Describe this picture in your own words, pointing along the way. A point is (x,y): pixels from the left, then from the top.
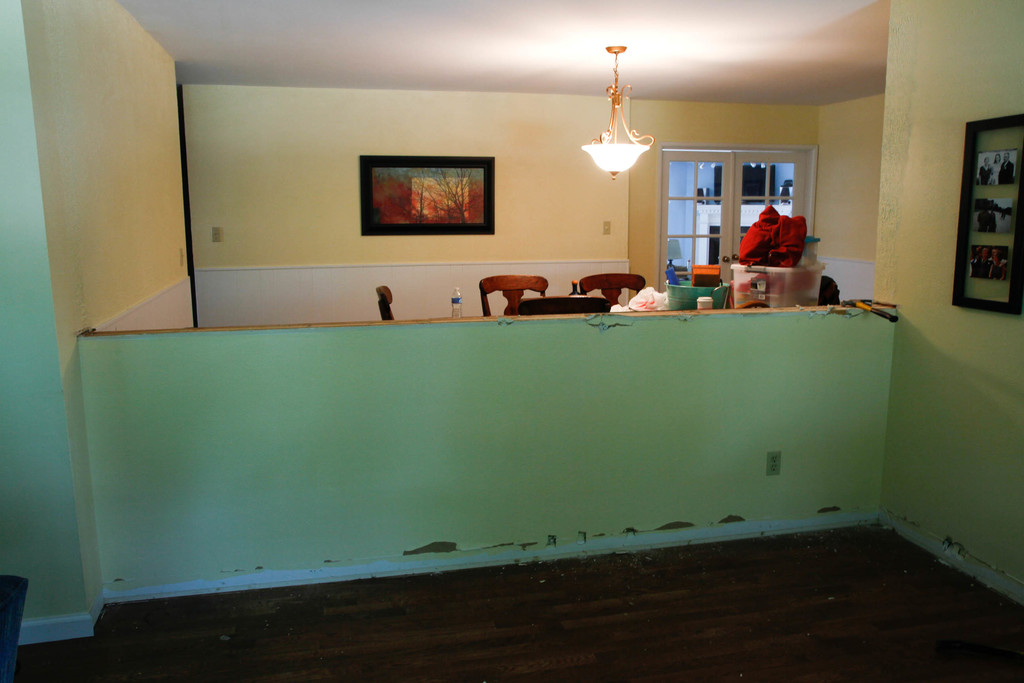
this picture shows a room (711,276) with a lamp (598,160) and a scenery (481,191) on the wall (484,241) and few chairs (541,280) and a basket (690,306).
